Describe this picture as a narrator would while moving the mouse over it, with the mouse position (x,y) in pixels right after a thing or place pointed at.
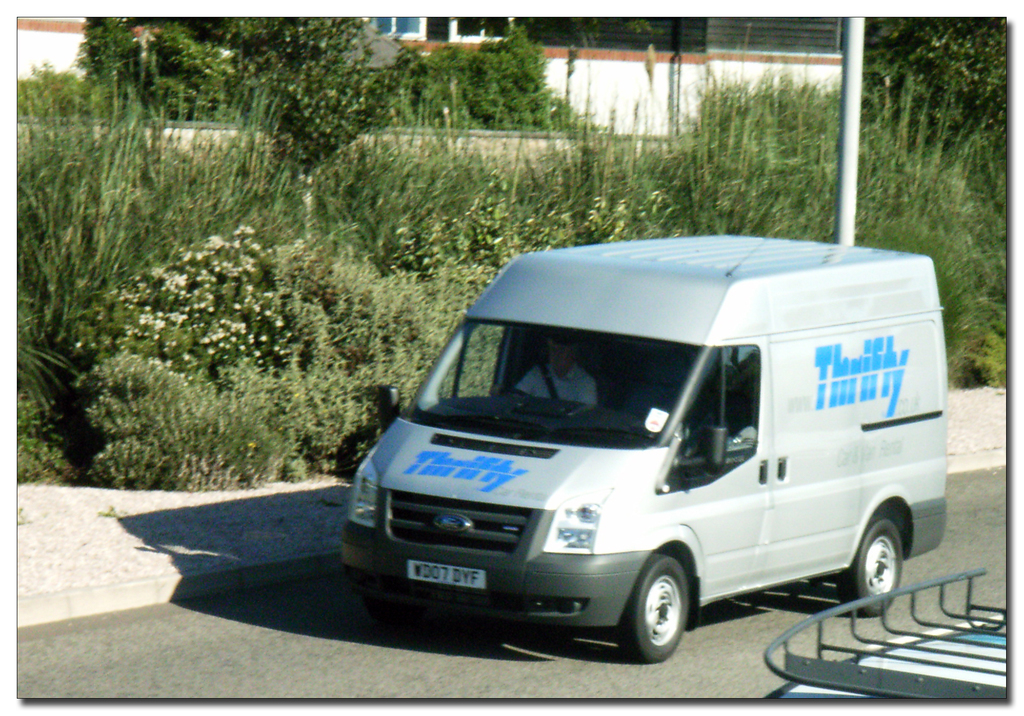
In this picture I can see few plants (329,301) and a vehicle (692,376) in the middle (542,406), there is a pole (848,230) on the right side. In the bottom right hand side (842,674) there is an iron grill (929,684), at the top (449,72) there are buildings (565,72) and trees (290,134).
